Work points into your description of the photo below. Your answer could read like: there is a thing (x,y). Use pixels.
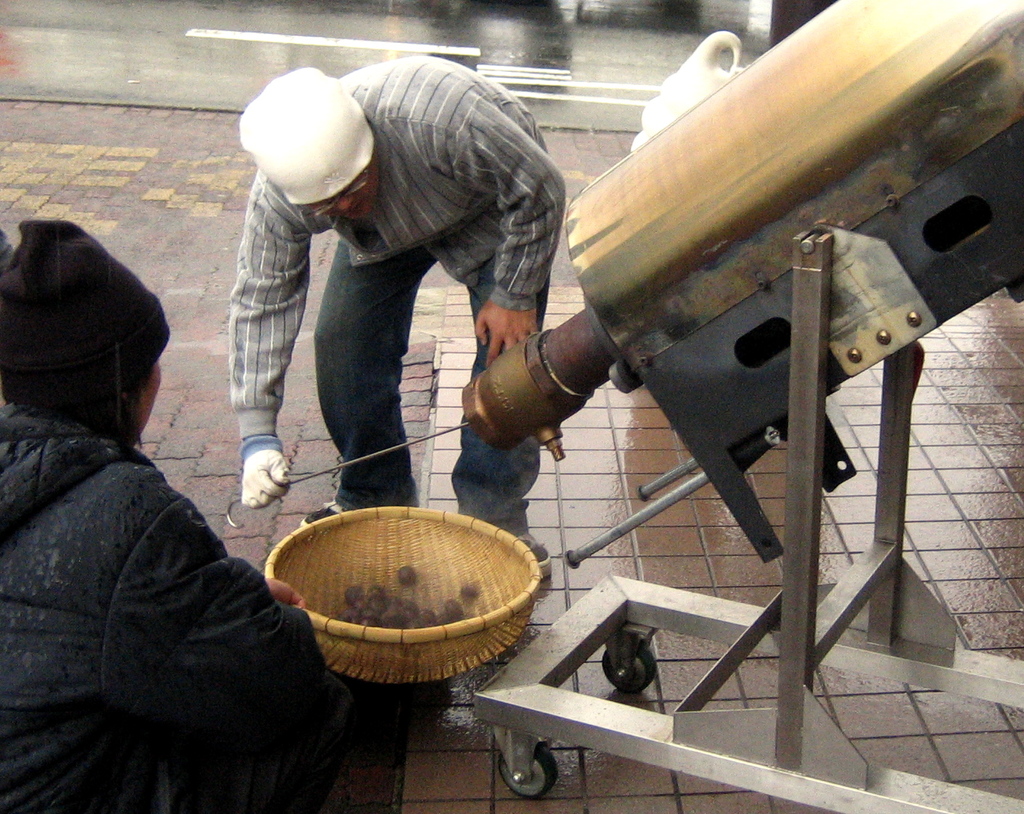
In this image we can see group of persons (121,301) standing on the ground (455,424). One person (59,467) wearing a cap (67,368) and black coat (68,526) and other person (477,283) is wearing white cap (322,182), spectacles (331,205) is holding a rod (396,446) in his hand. On the ground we can see a basket (421,652) containing food (411,599). On the right side (802,708) we can see a iron frame (650,747) containing a machine (518,410) on it.
